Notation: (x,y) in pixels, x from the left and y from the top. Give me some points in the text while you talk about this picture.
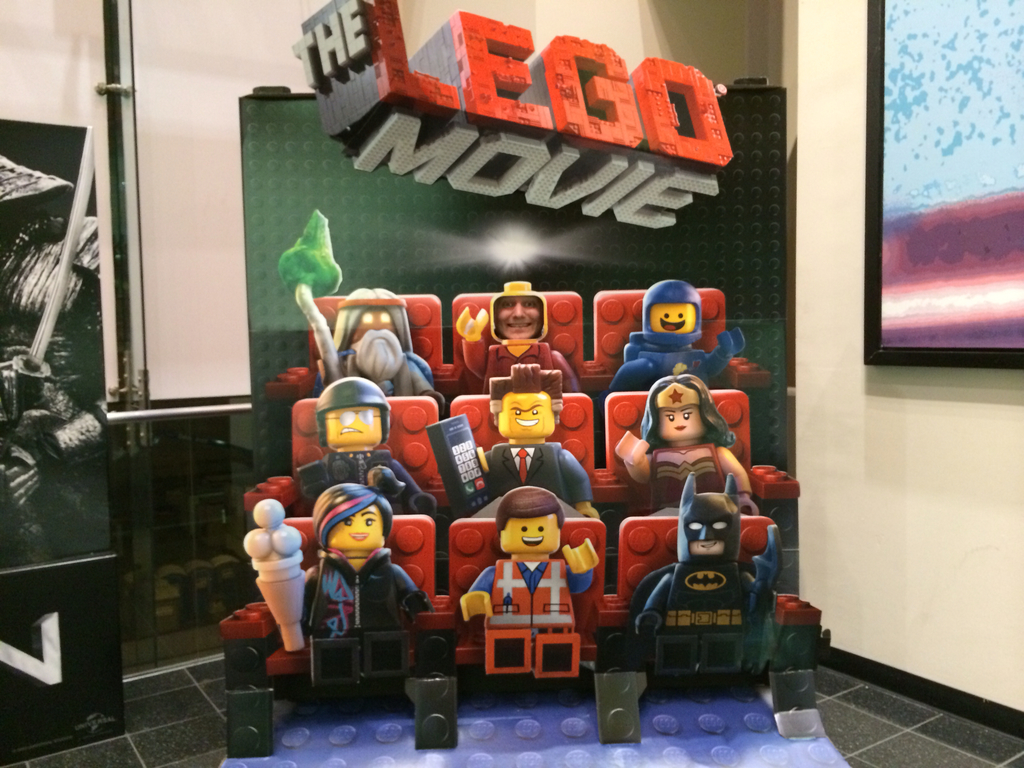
In the center of the image (582,355) there is a board (605,236) and we can see toys (384,615). On the right (918,334) there is a screen (930,337) placed on the wall (965,452). In the background (961,544) there is a wall (154,108). On the left (75,503) we can see a board (49,614).
